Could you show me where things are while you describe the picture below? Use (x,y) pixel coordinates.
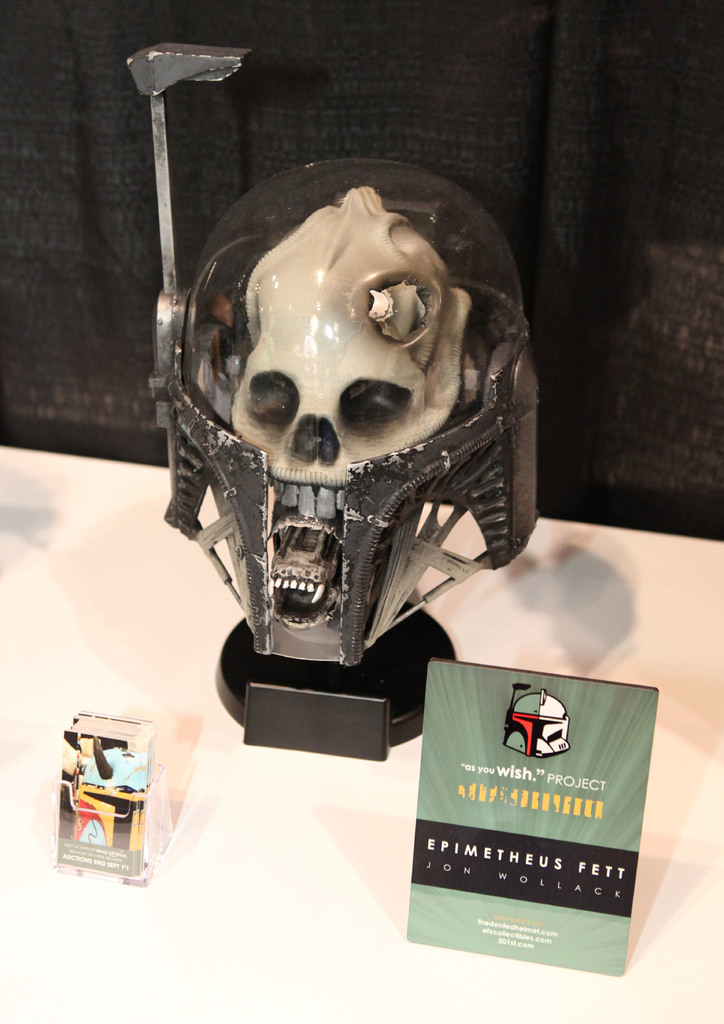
In this image in front (327,329) there is a depiction (268,617) of a person (278,617) and few other objects (598,691) on the table (611,616). Behind the table (627,599) there are curtains (452,106).
